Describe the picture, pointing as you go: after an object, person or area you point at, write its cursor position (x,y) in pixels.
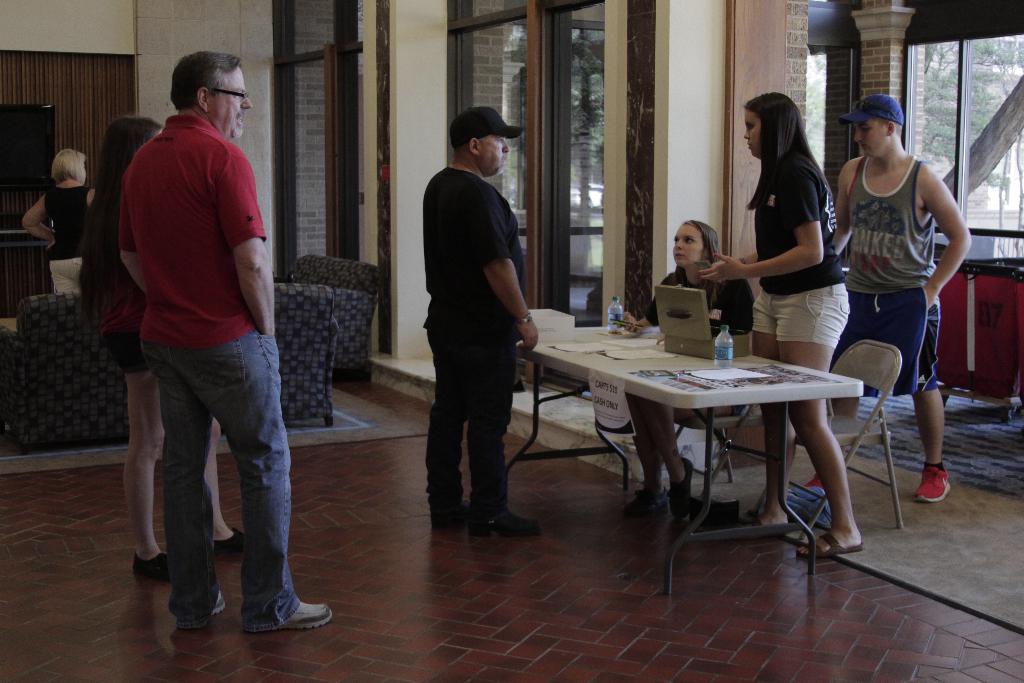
This picture shows three people (149,264) are standing and we see a woman (732,329) seated on the chair (749,418) and a woman (770,329) standing and speaking with the person (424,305) and we see a box (692,355) few papers (753,370) and a water bottle (729,341) on the table (785,483) and we see a man (855,223) standing back of them and we see a sofa (334,297) and a television (49,162).
